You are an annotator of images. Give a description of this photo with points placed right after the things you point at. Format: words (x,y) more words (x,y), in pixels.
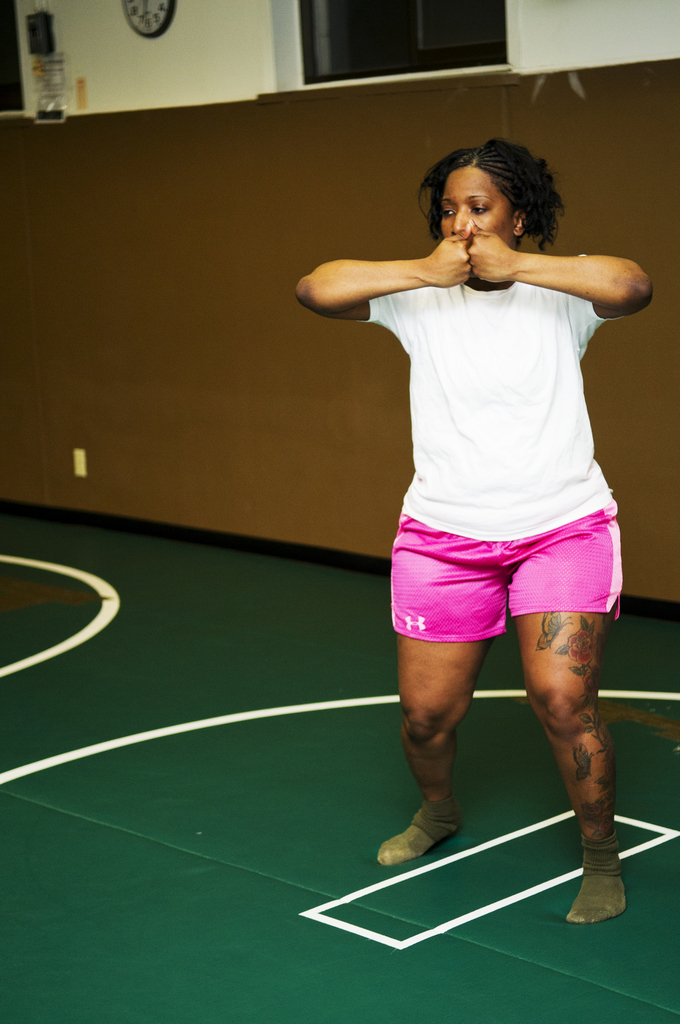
This image is taken indoors. At the bottom of the image (268,913) there is a floor (196,661). In the background (319,142) there is a wall (264,103) with a clock (154,10) and a window (373,65). On the right side of the image (476,378) a woman (455,617) is standing on the floor (560,868).
